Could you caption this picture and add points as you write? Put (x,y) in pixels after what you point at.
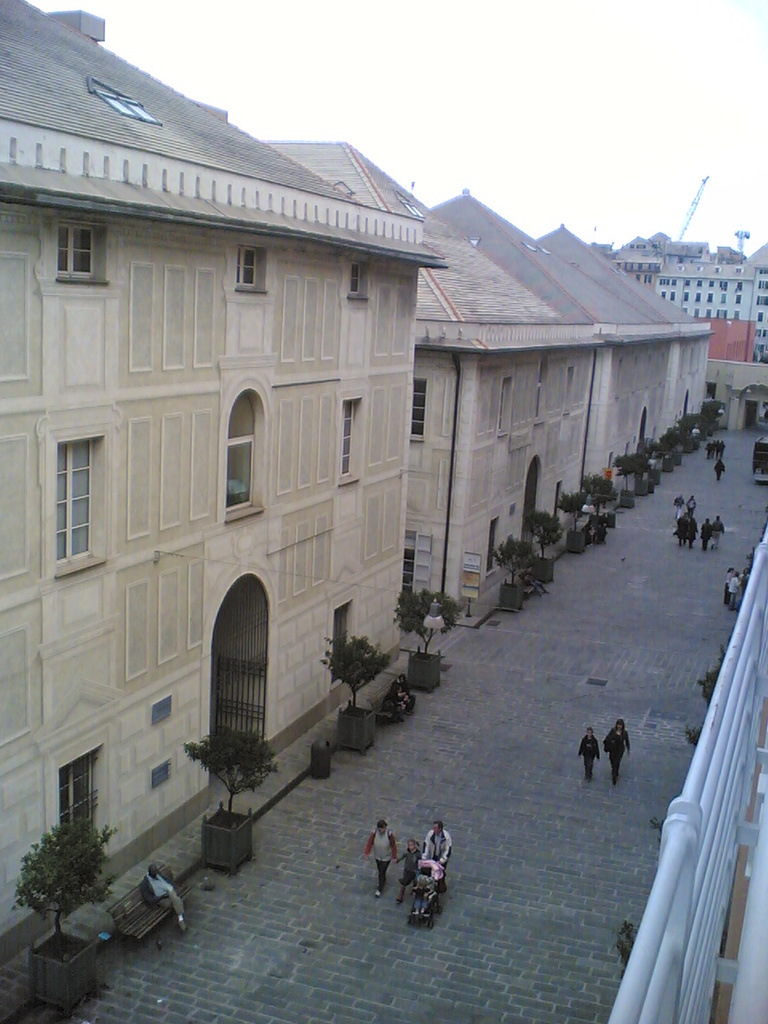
In the picture I can see people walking on the ground (524,823). In the background (698,383) I can see buildings (96,689), trees (408,617), the sky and some other objects (351,741).
